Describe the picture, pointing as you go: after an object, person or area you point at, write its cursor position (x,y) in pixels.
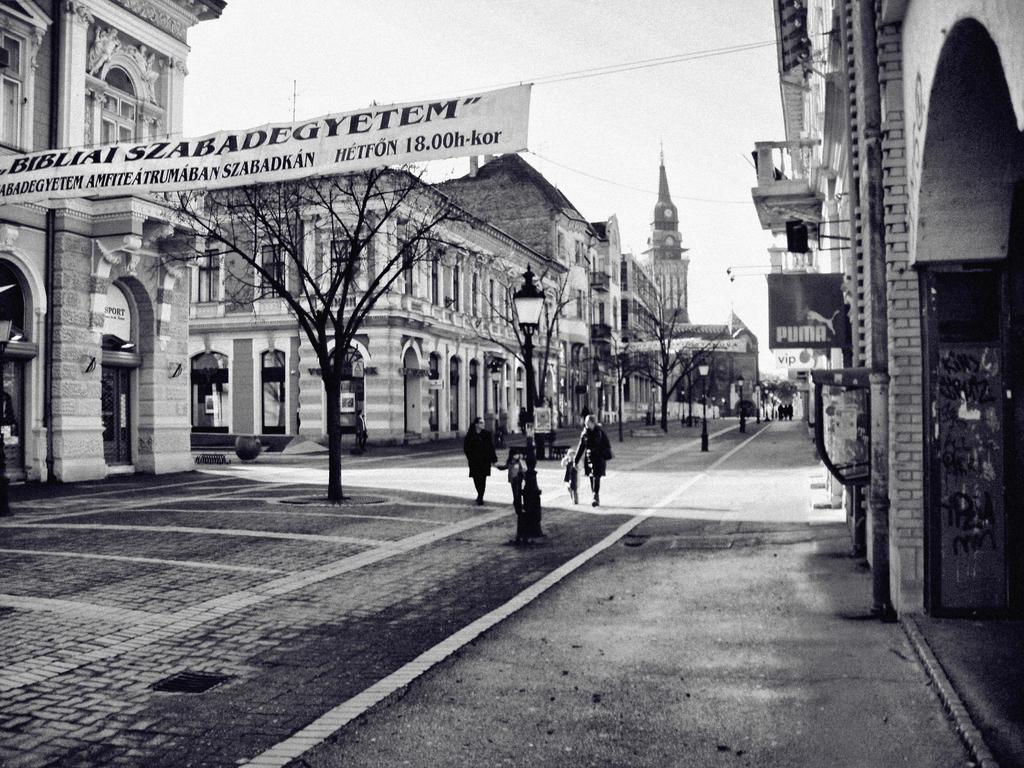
In the picture I can see the buildings (390,232) on both sides of the road (803,450). There is a banner (369,133) on the top left side of the picture (128,148). There are deciduous trees (561,323) and decorative light poles (701,401) on the road (394,468). I can see a few persons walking on the road (412,469).
